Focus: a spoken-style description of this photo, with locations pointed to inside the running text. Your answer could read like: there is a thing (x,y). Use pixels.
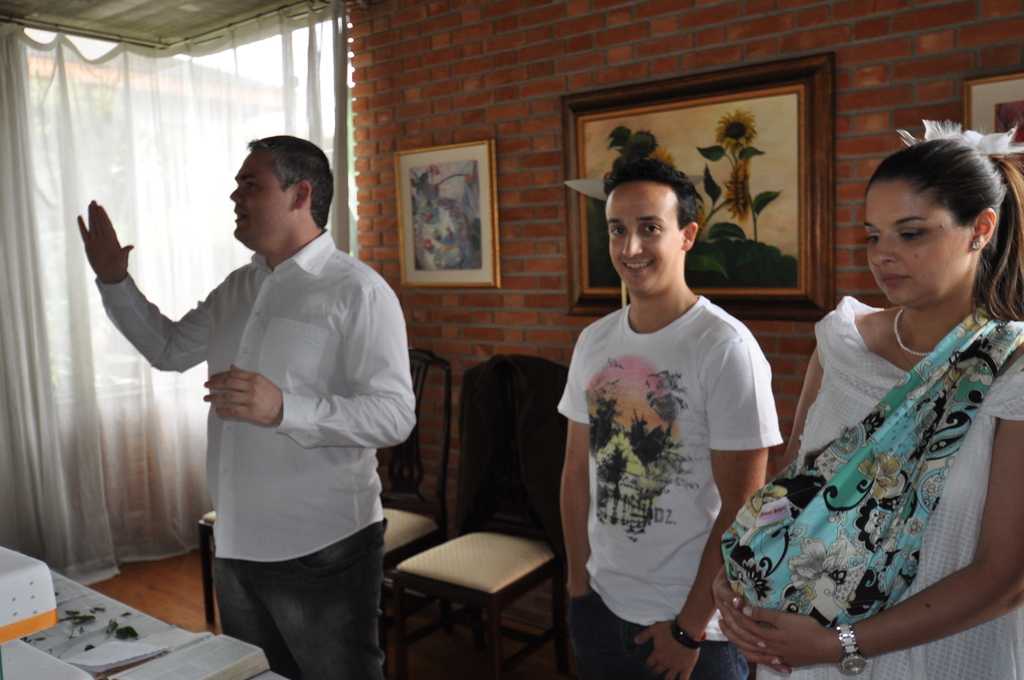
in this image the room (307,105) is there inside the room (124,362) some three people (858,359) are standing on the floor (472,643) and inside some things (140,644) are table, book (220,641), chair (449,586) and some paintings (470,263) the background is sunny.
